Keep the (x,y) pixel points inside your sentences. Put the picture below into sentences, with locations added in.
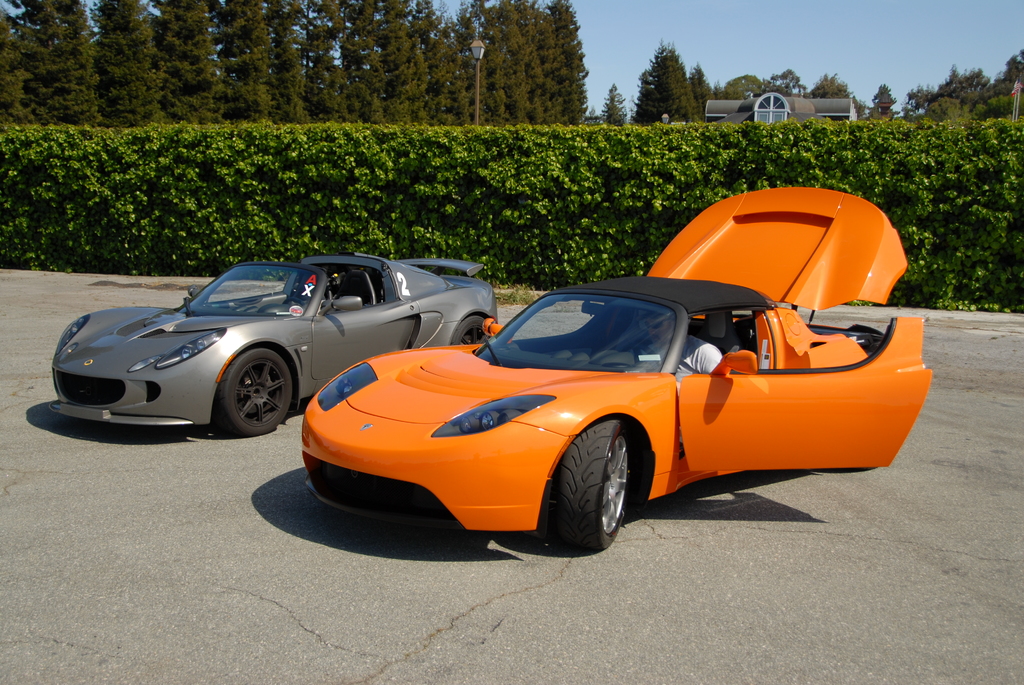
In this image we can see many trees (240,74) and plants (410,179). There is a house (768,100), a blue sky (769,75) and a lamp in the image. There are two cars (418,376) in the image. A person (713,351) is sitting in the car (741,337).
